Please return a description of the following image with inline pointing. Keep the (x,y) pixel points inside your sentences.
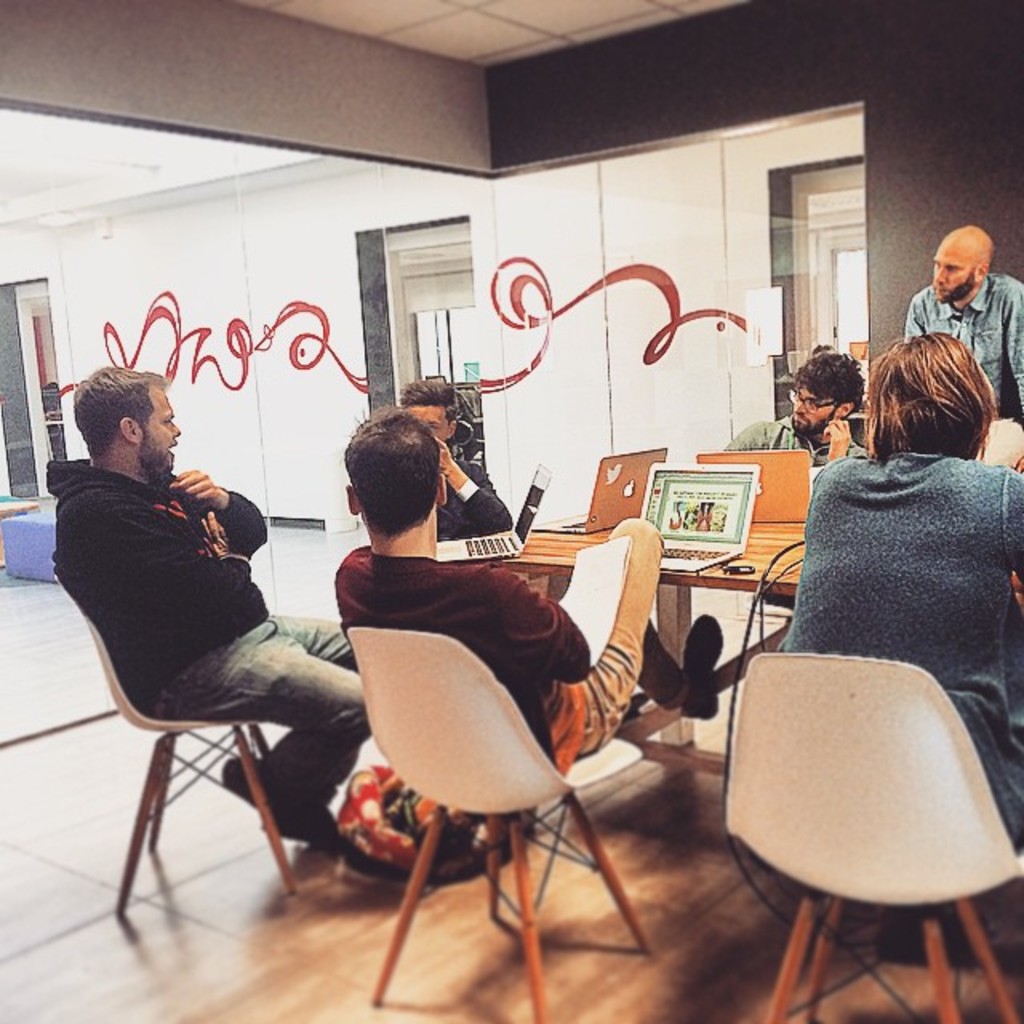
In this picture i could see many men (949,413) sitting around the table (752,553) and working on the laptop (681,515). In the background (498,299) i could see the painting (532,278) on the wall (349,312) and the glass doors (425,351).
